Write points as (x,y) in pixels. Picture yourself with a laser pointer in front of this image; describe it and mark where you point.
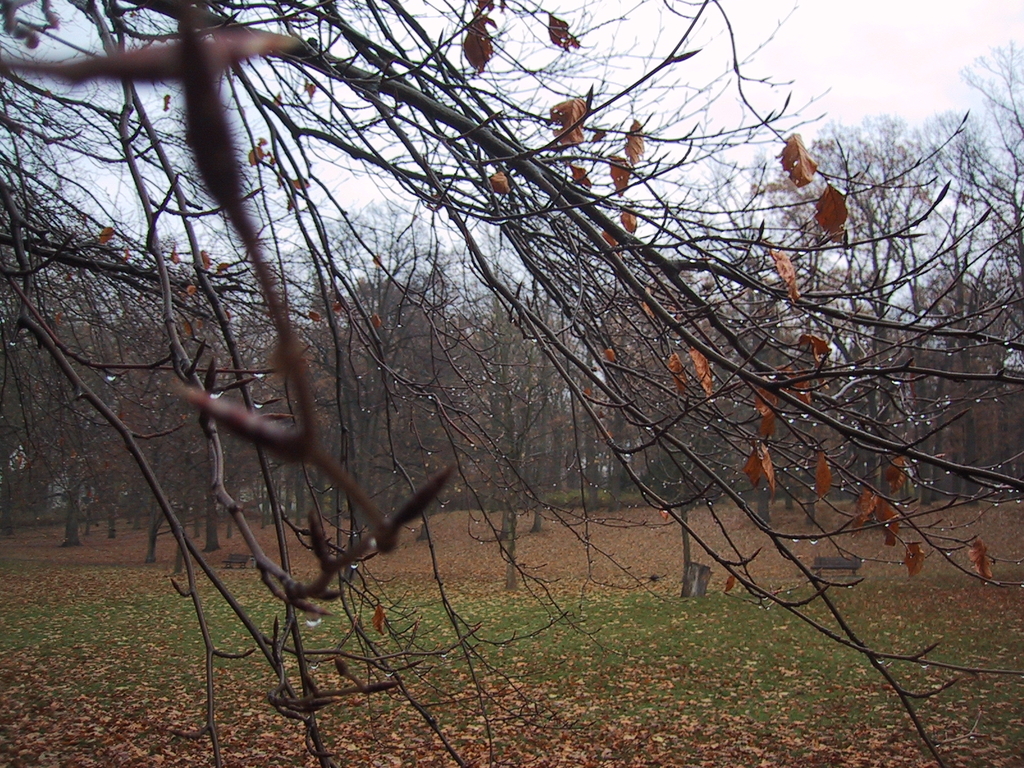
In this image in the foreground (526,173) there are some trees (426,193), and in the background (935,388) also there are trees (935,388). At the bottom (612,673) there is grass (722,673) and some dry leaves (152,682) and sand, at the top of the image (612,64) there is sky (864,50).
